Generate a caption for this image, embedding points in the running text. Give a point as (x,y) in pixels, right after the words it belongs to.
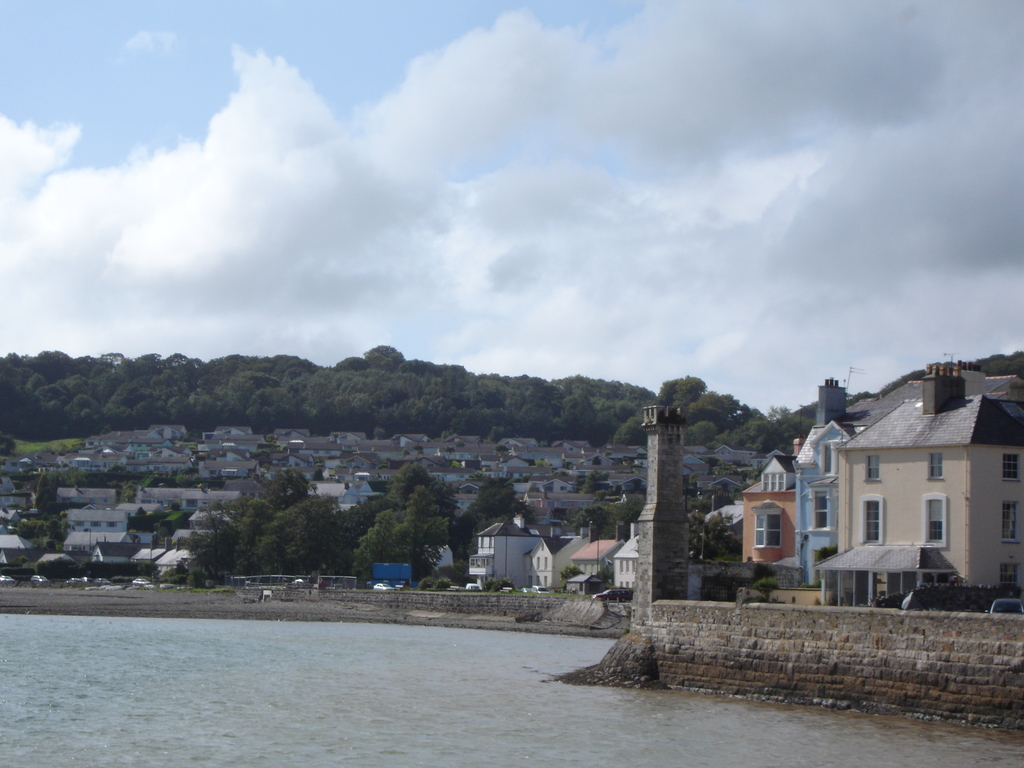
In this image, we can see water (246,708), there are some buildings (1023,495), we can see some trees (296,523), at the top (337,38) we can see the sky (414,163) and some clouds (550,134).
